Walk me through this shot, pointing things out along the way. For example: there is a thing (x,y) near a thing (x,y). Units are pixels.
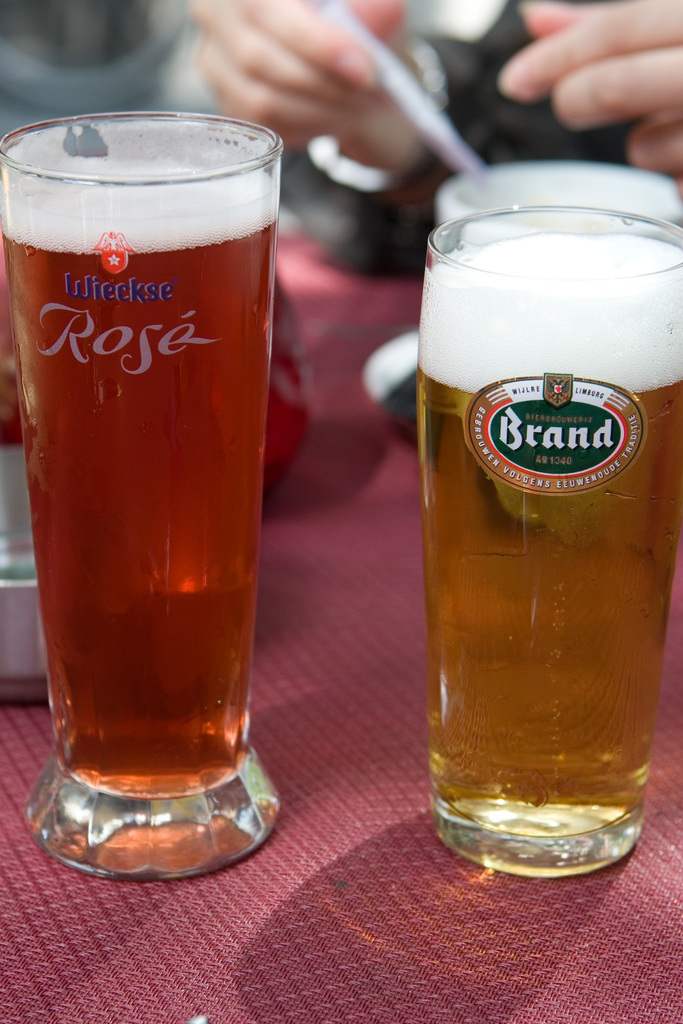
This image is taken outdoors. At the bottom of the image (378,722) there is a table (146,926) with two glasses of beer (608,596), a cup (553,190) and a few things (14,502) on it. At the top right of the image (638,9) there is a person (541,65) holding a spoon (428,120) in the hand (319,45).
